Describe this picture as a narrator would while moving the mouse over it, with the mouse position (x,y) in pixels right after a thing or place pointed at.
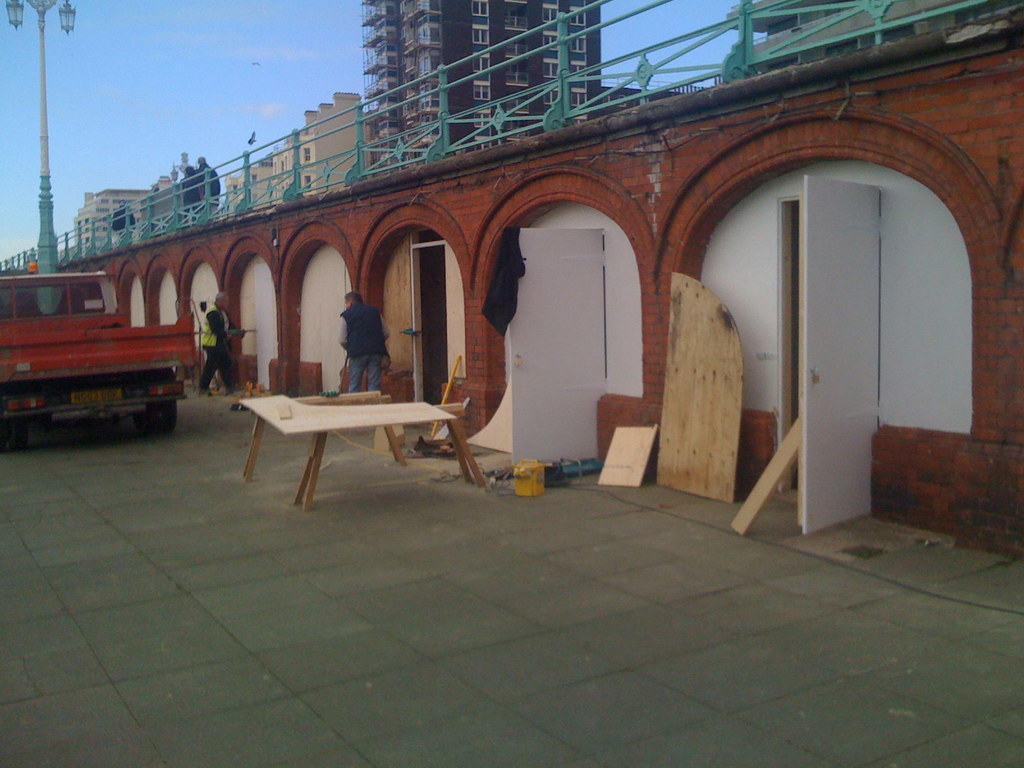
This is the picture of a building (848,139). In the foreground (377,367) there is a table (291,397) and there are objects (742,523) and there are two persons (217,327) standing and there is a vehicle (148,395) and pole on the road (156,472). At the back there is a bridge (563,108) and there are buildings (433,104). At the top (212,68) there is sky (140,64). At the bottom (153,608) there is a road (57,624).
